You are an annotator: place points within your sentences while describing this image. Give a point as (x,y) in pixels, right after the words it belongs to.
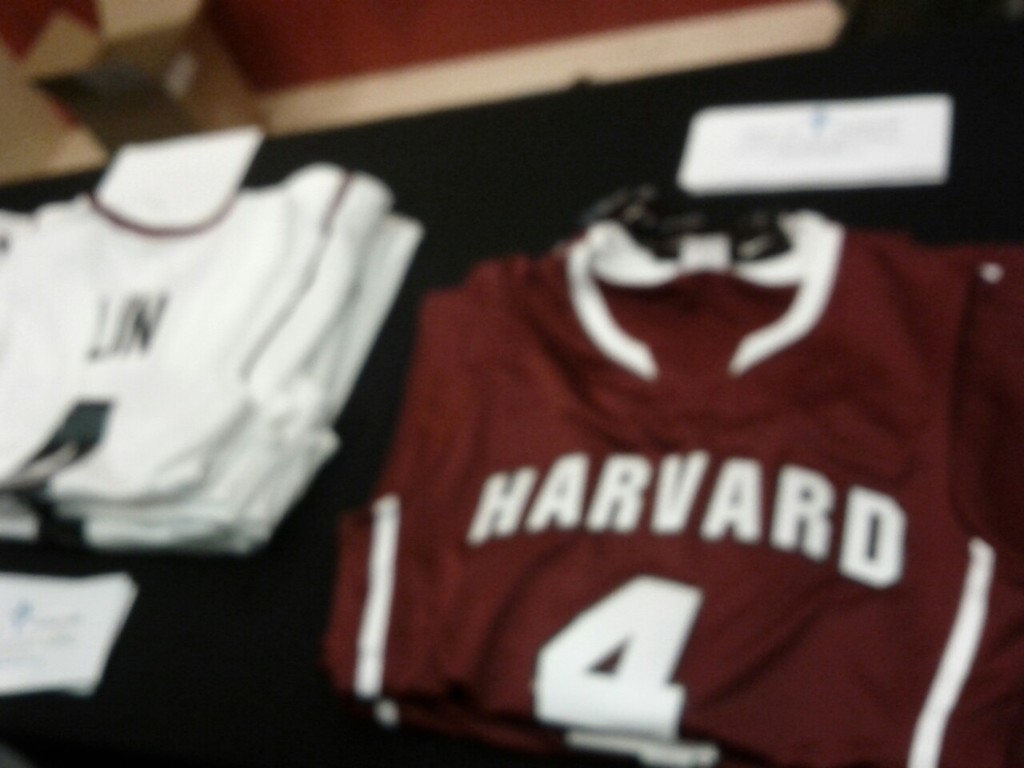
In this image we can see T-shirts (334,390) on a black color surface (537,193).
